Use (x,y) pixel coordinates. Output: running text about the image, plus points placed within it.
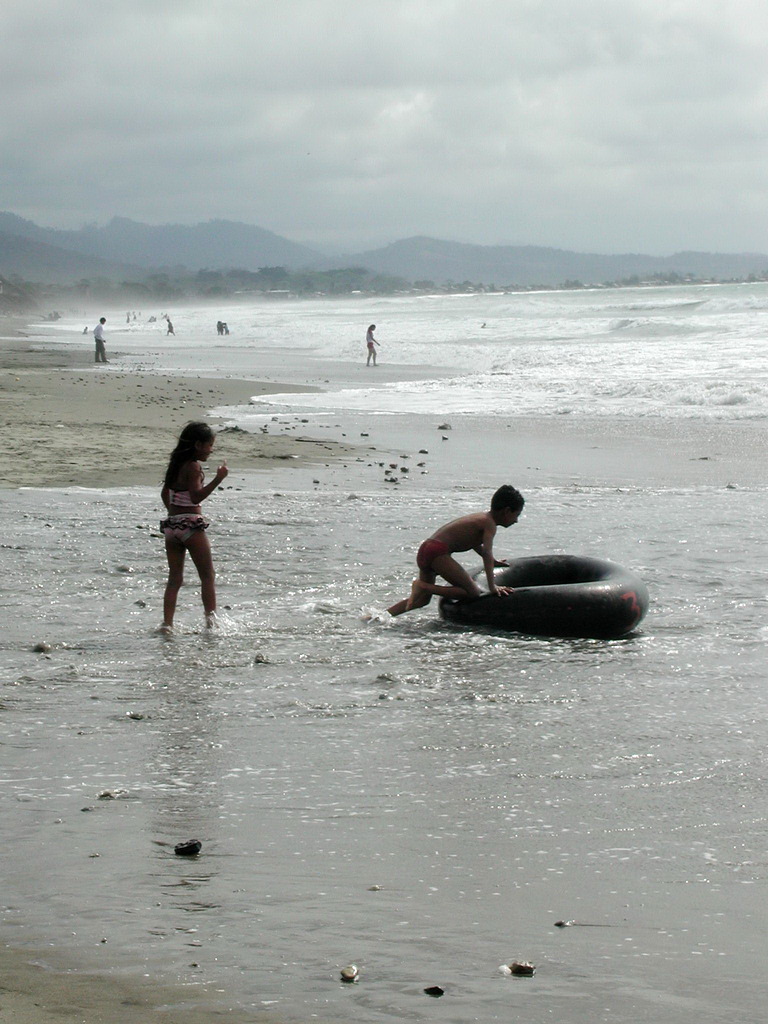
In this image we can see a boy (467,528) holding a swimming tube (505,597) and there are people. In the background (526,353) there is a sea (578,341), hills (426,249) and sky (430,197).
